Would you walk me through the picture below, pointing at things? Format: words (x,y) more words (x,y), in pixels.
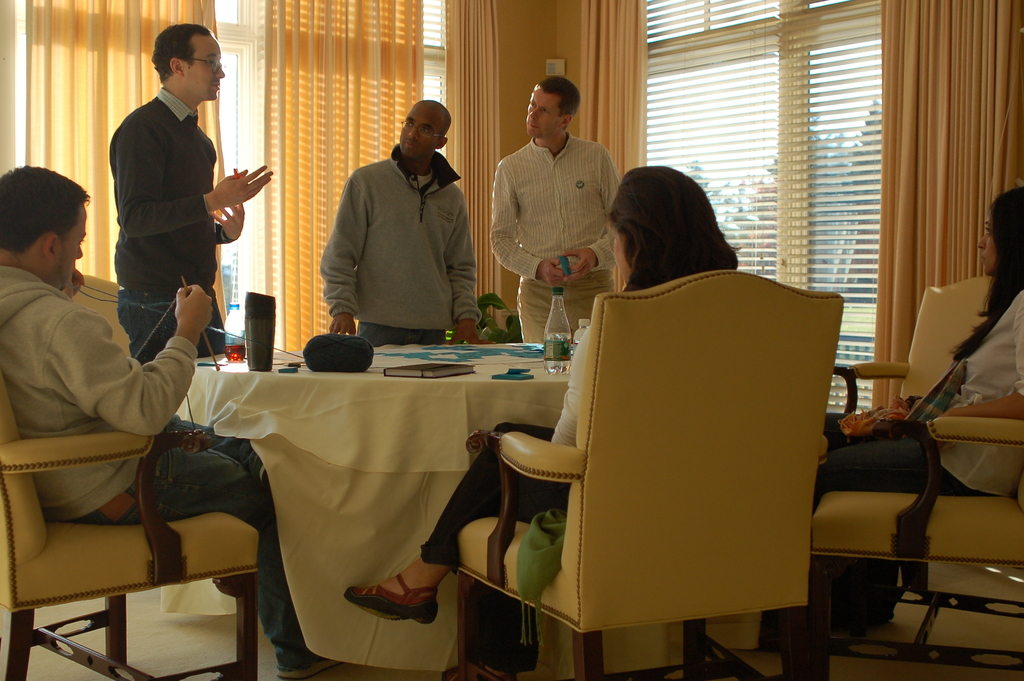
It is a meeting room (413,203), there is a table (313,396) and in front of the table (356,381) there are few chairs (730,552), three people (142,373) are sitting in the chairs (964,279) and other three people (380,241) are standing, all of them are discussing, on the table (519,351) there is a bottle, a book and a ball of yarn (367,349) and some papers (473,359), in the background (350,74) there are cream colored curtains (458,67) and Windows (652,53).
